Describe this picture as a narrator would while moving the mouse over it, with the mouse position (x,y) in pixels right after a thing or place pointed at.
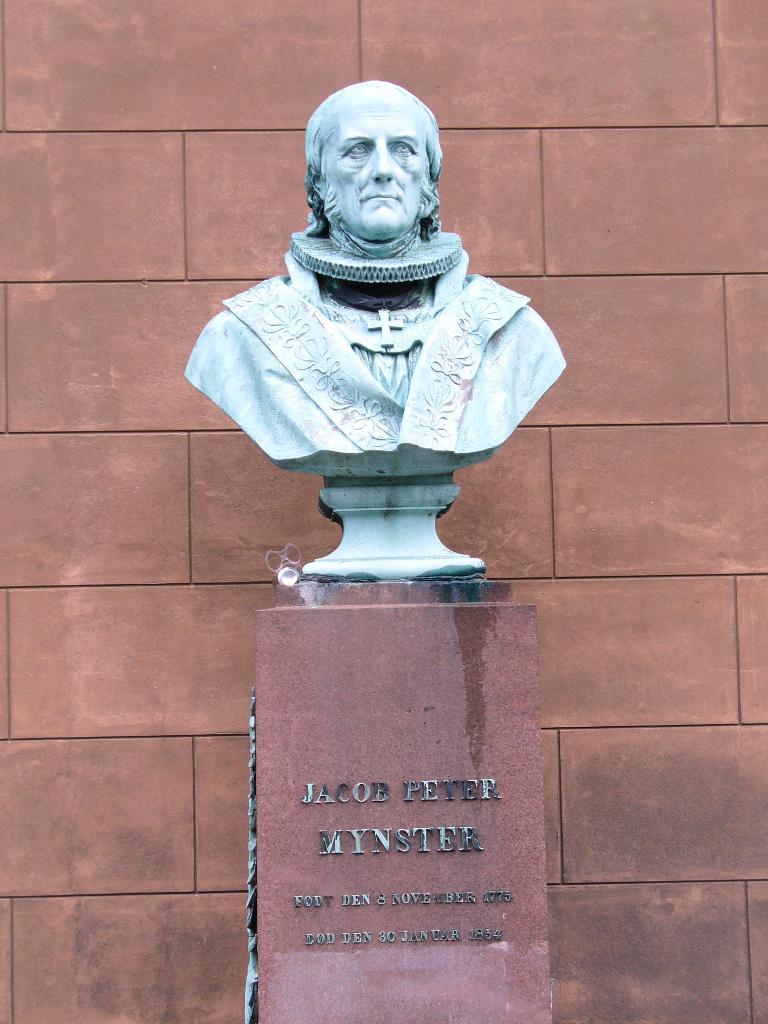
In this image there is a statue (391,366) on the rock structure (399,873) with some text (396,939) on it. In the background (551,430) there is a wall (155,632).
